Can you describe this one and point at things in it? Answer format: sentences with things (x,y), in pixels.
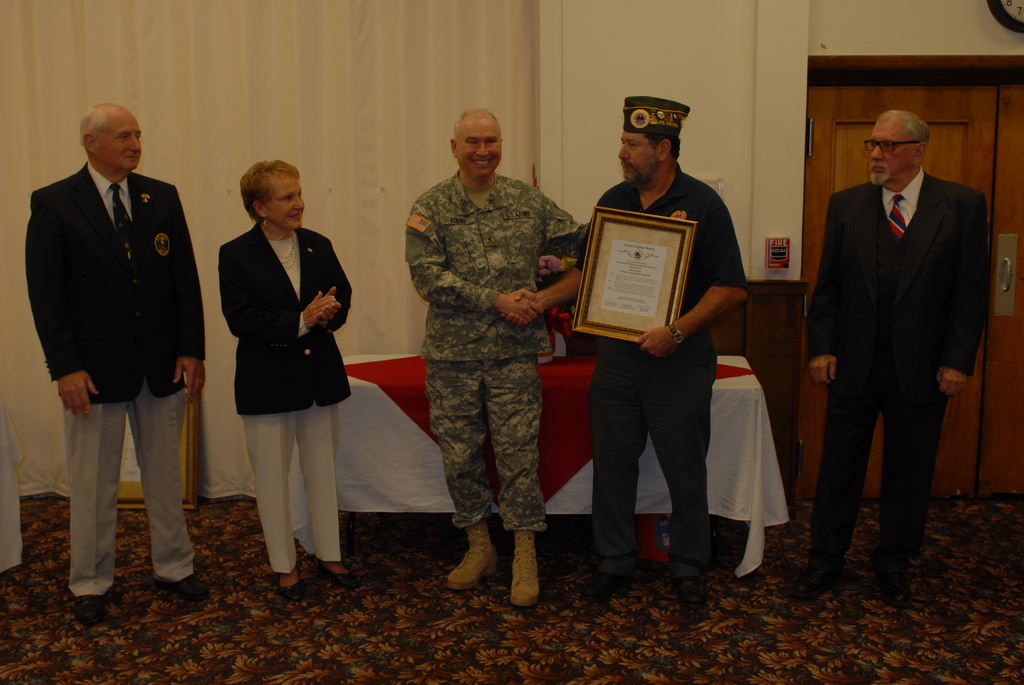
In this image we can see people (140,421) standing. The man (680,349) standing in the center (620,316) is holding a frame (629,331). There is a table (552,362). In the background (234,105) there is a curtain (283,79) and we can see a door (968,147). At the bottom (403,640) there is a carpet (573,625) and we can see a frame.
